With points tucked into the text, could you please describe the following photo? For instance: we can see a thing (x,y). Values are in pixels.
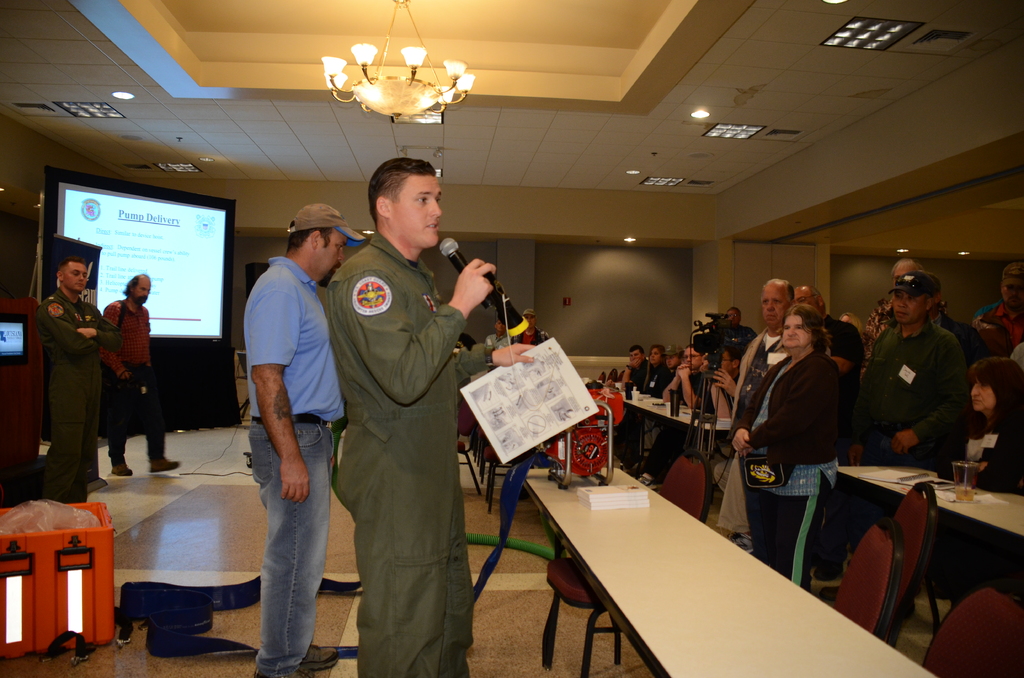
This man (381,282) is holding a paper (524,400) and mic (447,240). Here we can see people (127,364), screen (16,344), tablet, screen (204,246), camera (721,338) and lights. On this table (886,471) there are papers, book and glasses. These are chairs (960,621).
